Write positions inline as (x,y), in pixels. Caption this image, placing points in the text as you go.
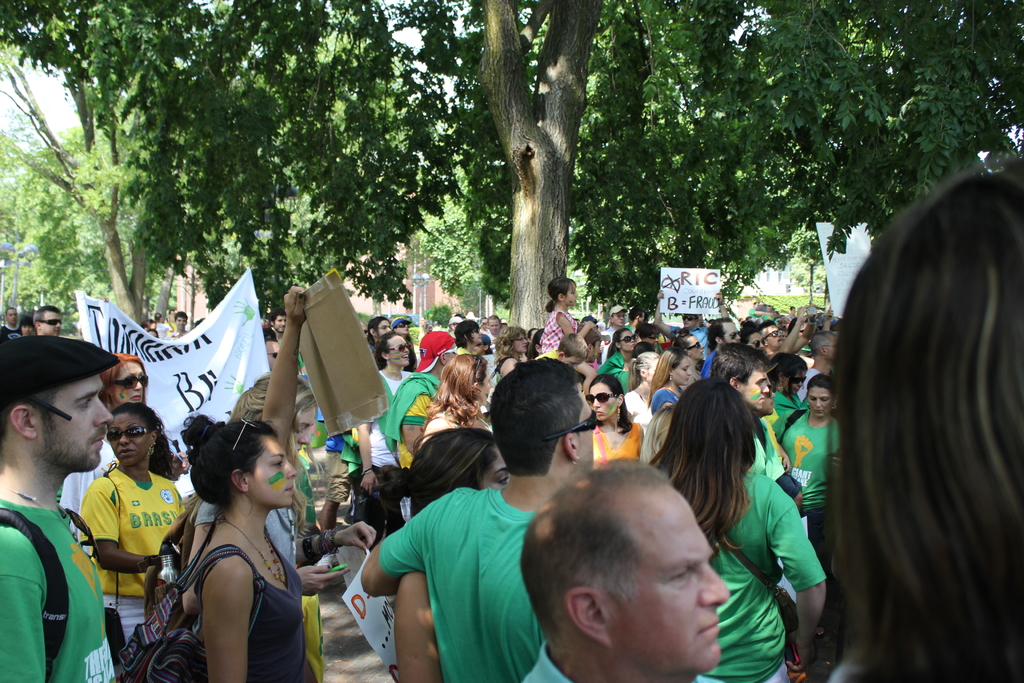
In this picture, there are many people (524,482) and a few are holding white boards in their hands (343,535). We see some text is written on the boards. The woman (141,377) in white T-shirt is holding a white banner (200,371) with some text (208,384) written on it. There are trees (716,248) and buildings (187,292) in the background (503,233).
